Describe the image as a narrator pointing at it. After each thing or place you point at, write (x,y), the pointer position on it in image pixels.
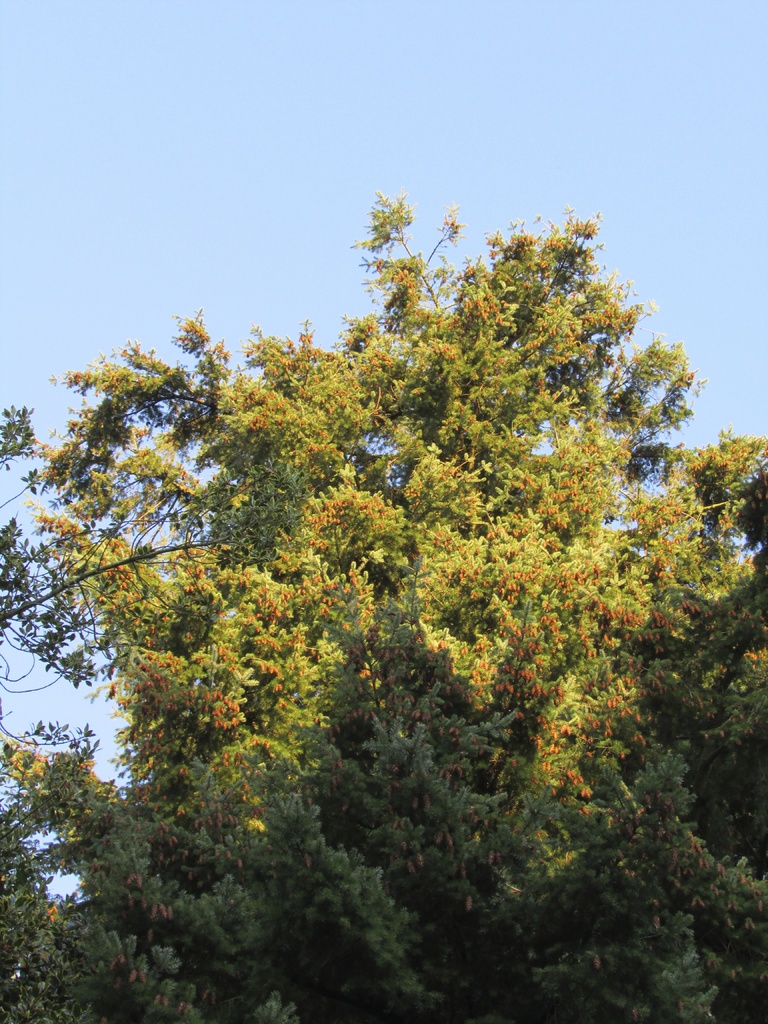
In this picture I can see the trees (507,815). At the top (296,97) I can see the sky (353,100). On the right (536,761) I can see the leave (477,633) and tree branches (739,629).
